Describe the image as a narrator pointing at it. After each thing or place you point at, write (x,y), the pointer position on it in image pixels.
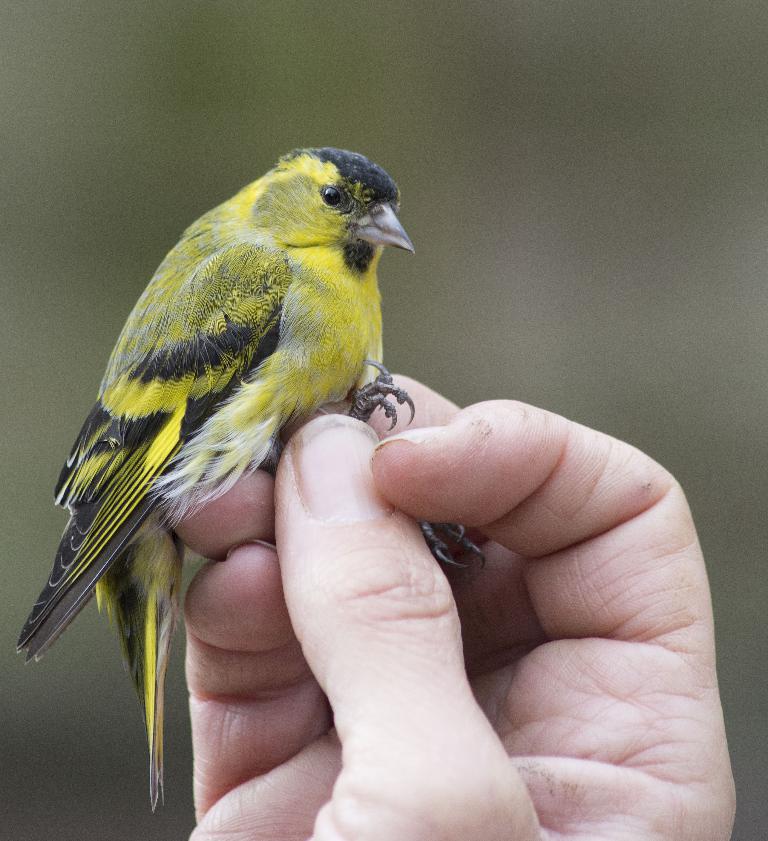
In this image in the foreground (283,483) there is one person's hand (397,518) is visible, and the person (387,535) is holding one bird (117,453) and the background (72,13) is blurred.
